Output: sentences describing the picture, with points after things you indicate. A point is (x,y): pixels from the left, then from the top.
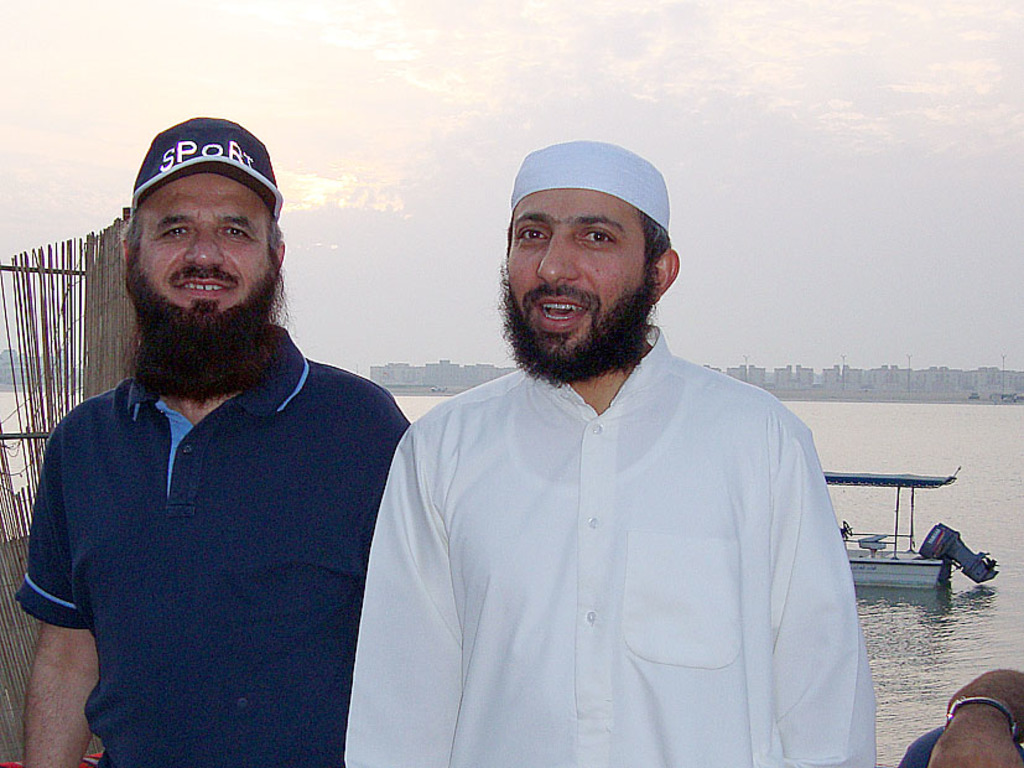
In this picture we can observe two men (439,440) standing. They are wearing blue and white color dresses (351,542). Both of them are wearing caps (161,160) on their heads (181,189). Behind them we can observe a river (835,452) and a boat (897,521) floating on the river (920,528). In the background (367,366) there are buildings (418,372) and a sky (679,130) with some clouds (679,130).
